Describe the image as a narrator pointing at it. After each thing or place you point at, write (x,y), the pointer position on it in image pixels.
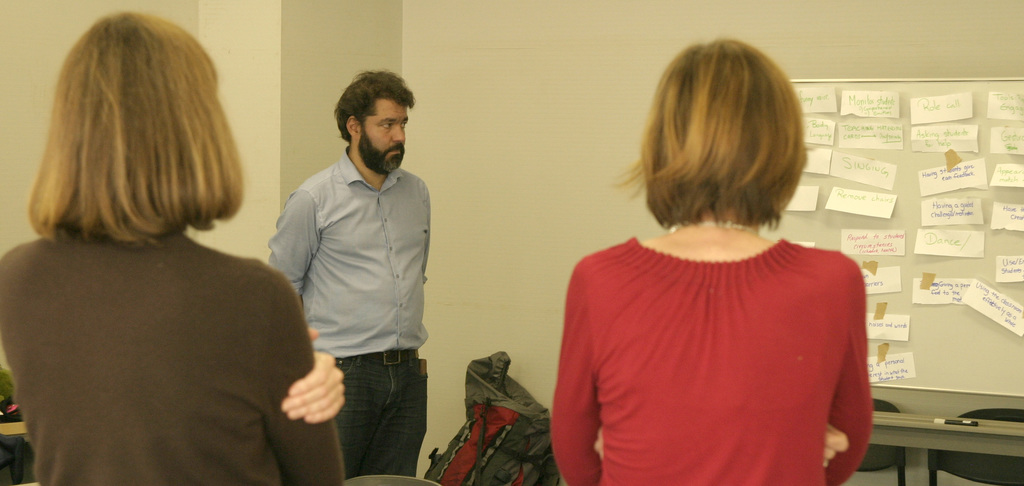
In the picture we can see a man (393,311) standing and he is with beard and in front of him we can see two women (803,437) standing and beside her we can see a white colored board (970,94) to the wall (445,357) and on it we can see some slips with something written on it and near to it we can see a table (952,427) on it we can see a marker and behind it we can see some chairs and near the man (380,302) we can see a bag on the floor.
